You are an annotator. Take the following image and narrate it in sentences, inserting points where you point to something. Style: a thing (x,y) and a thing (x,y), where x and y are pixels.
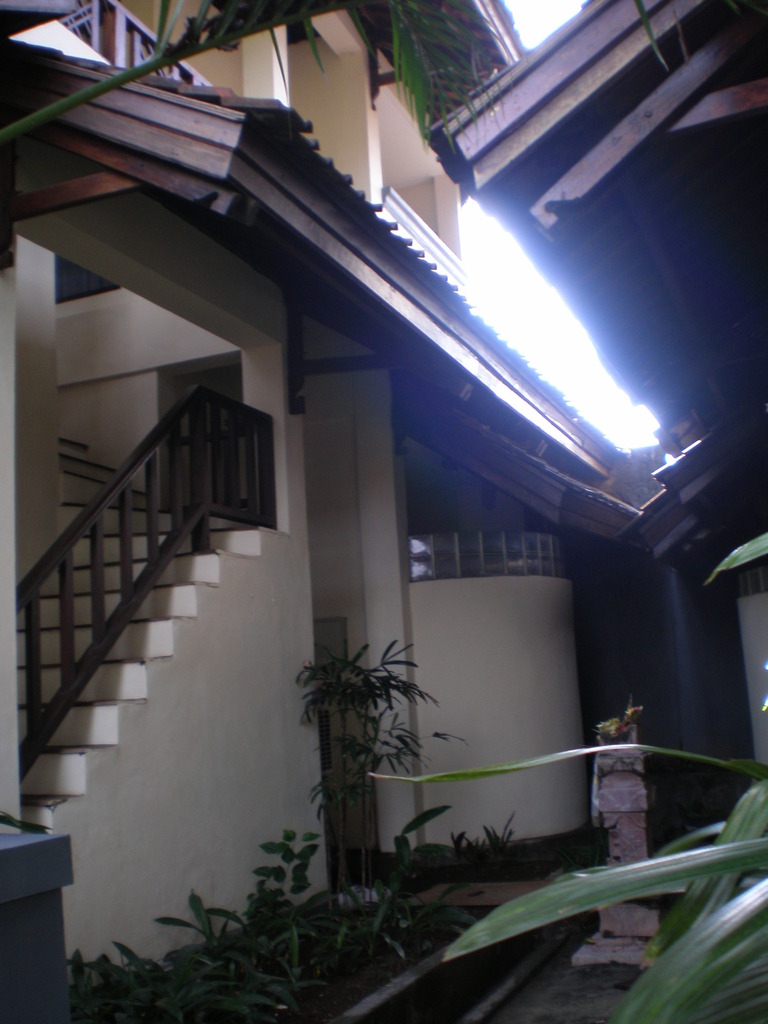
On the left side (124,603) there is a building staircase (166,528), fences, plants (355,910) on the ground (353,990) and on the right side (600,29) we can see a plant (720,927) and roof (651,257). In the background (460,206) we can see the sky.
